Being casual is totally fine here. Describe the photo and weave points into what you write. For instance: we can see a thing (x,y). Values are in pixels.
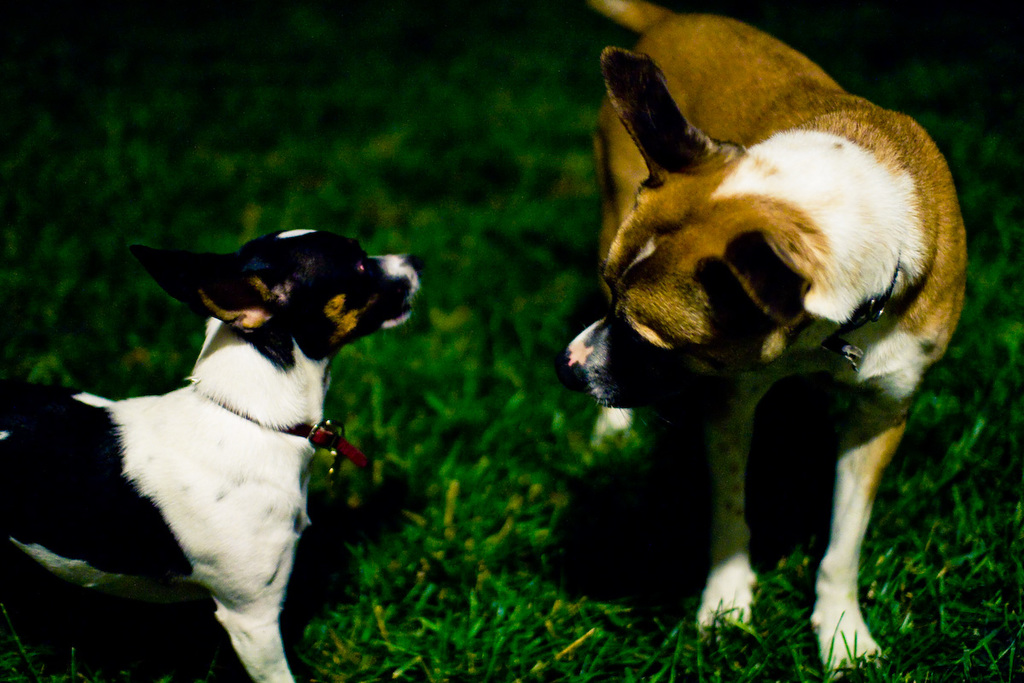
In this image we can see two dogs (387,306) with neck belt (299,423) on the ground (481,537).
